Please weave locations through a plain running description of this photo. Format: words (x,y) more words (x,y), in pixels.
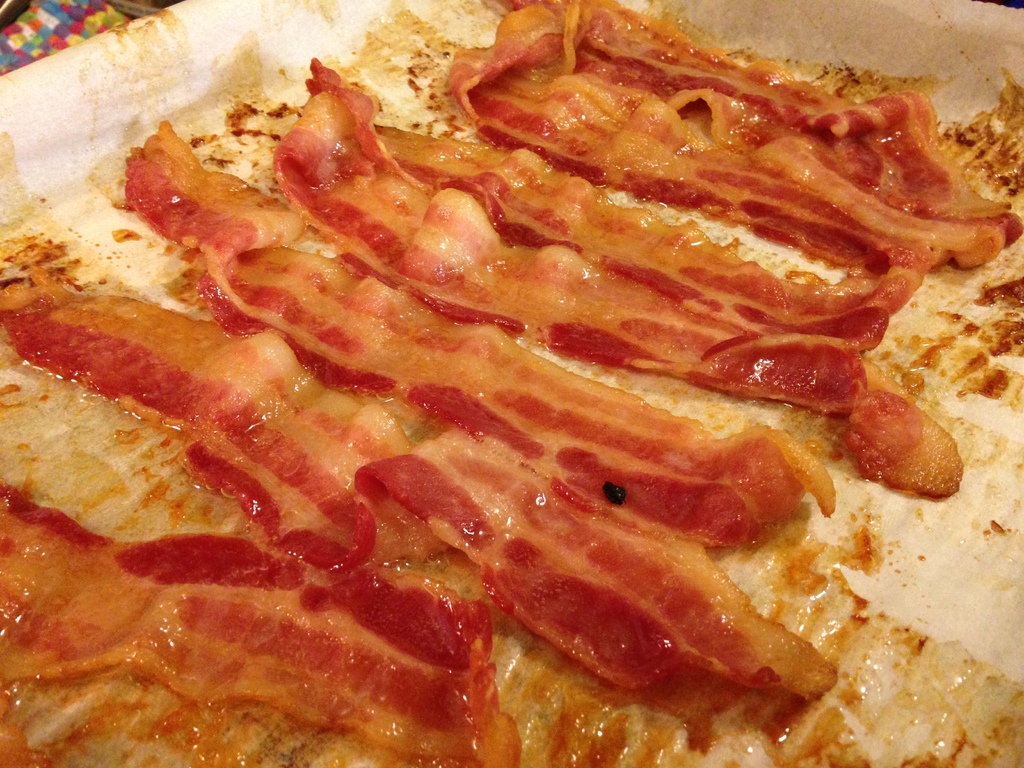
In this image we can see a food item (548,398) which is in red color is kept in a white color tray (939,567).
